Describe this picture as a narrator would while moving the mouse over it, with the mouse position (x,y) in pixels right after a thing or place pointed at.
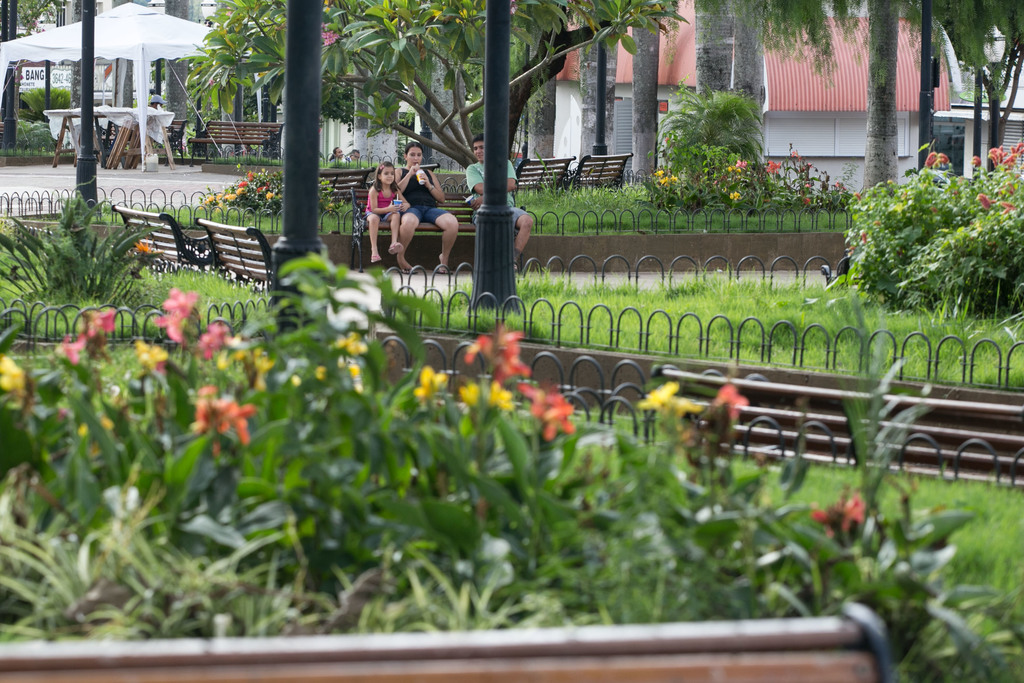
A man (477,157), a woman (438,214) and a girl (382,204) are sitting on a bench (471,219) in a garden (805,336). There are some trees (585,126), plants (945,207) and benches (556,178) in the surrounding. There is a tent (168,34) in white color under which some tables (73,112) are arranged.
